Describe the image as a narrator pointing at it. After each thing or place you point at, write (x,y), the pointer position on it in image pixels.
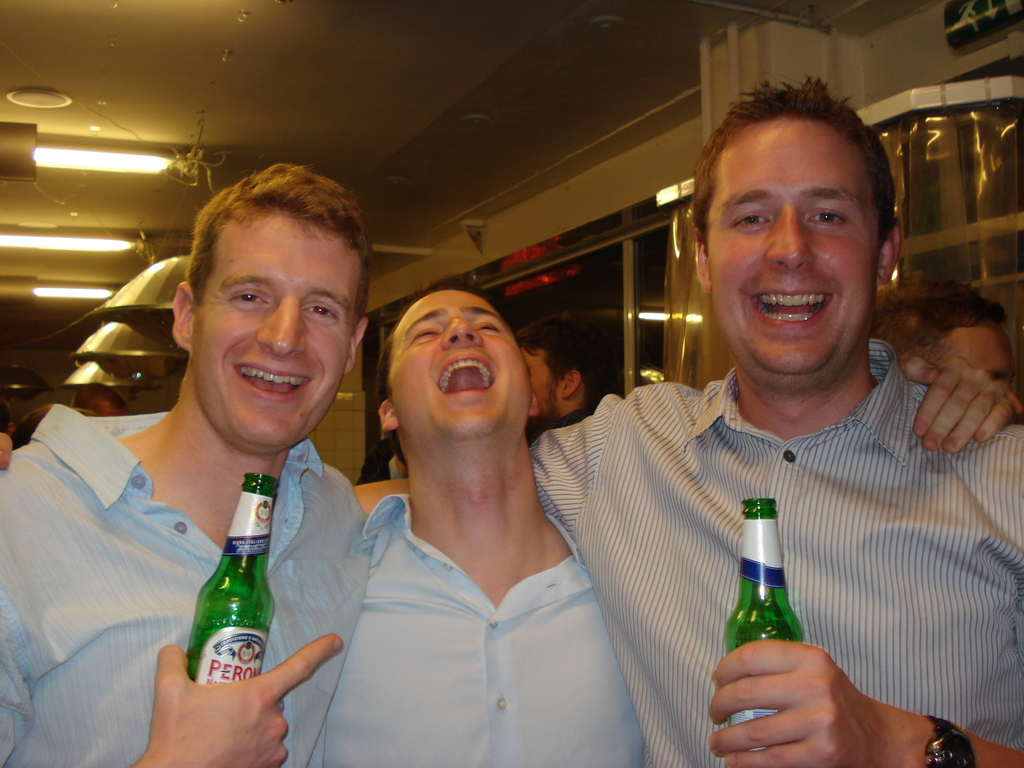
In this image I can see few people (886,682) were two of them are holding bottles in their hands (164,719). I can also see smile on their faces (470,412).
